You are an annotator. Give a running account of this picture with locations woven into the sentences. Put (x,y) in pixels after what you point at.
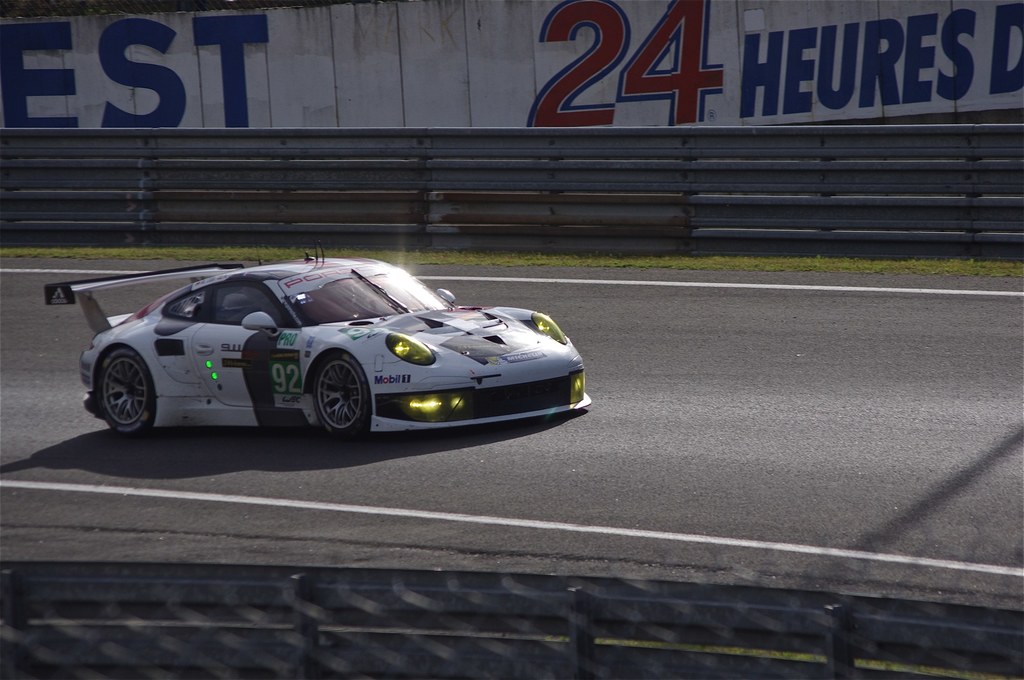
In this picture I can observe a car (203,365) moving on the road (739,496). The car (386,349) is in white color. In the background (549,96) I can observe a wall (549,96).
